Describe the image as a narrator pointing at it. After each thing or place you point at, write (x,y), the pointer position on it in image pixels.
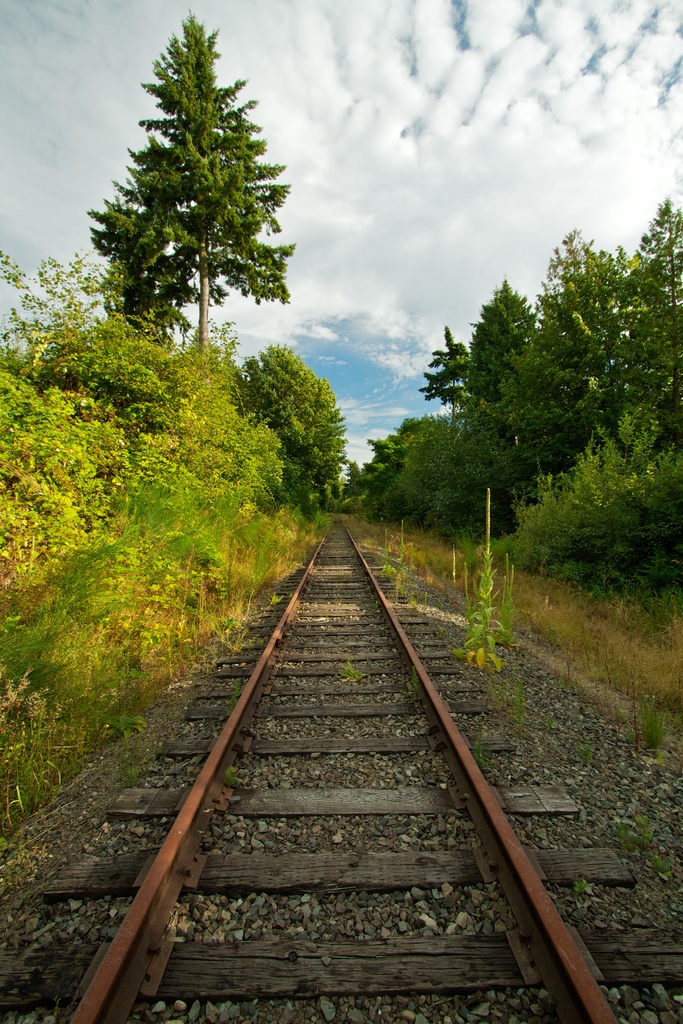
In this image we can see trees (318,478), railway track (306,596), grass (521,600), sky (351,385) and clouds (350,174).
